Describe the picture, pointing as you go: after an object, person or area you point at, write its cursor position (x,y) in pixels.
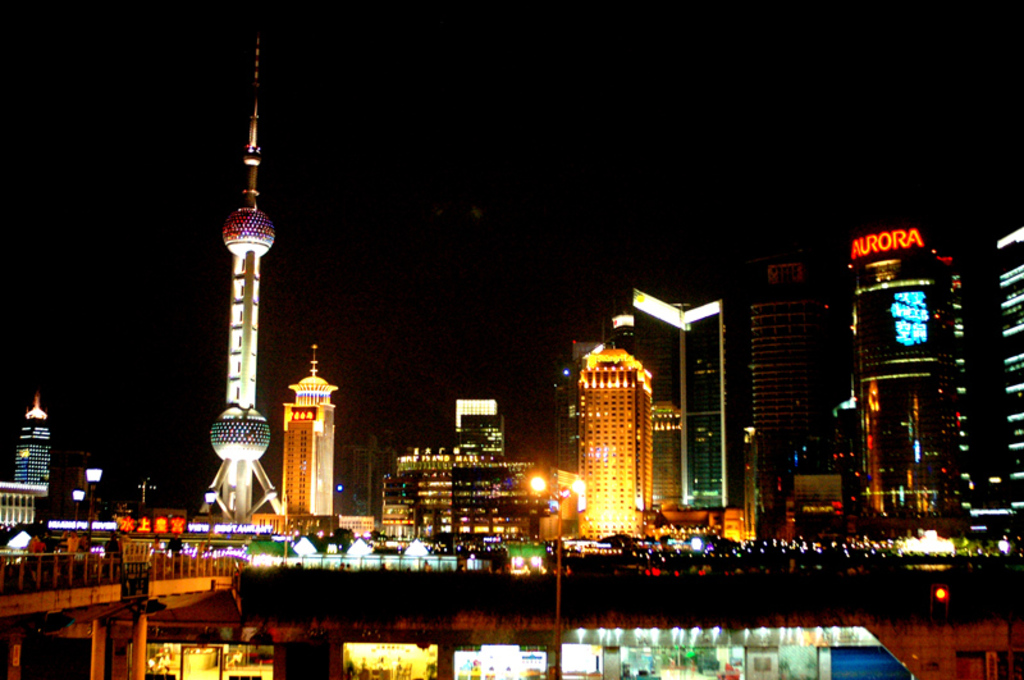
In this image there are many buildings (292,424), towers (331,415). This is a bridge (63,571). Here there are shops (461,649).
